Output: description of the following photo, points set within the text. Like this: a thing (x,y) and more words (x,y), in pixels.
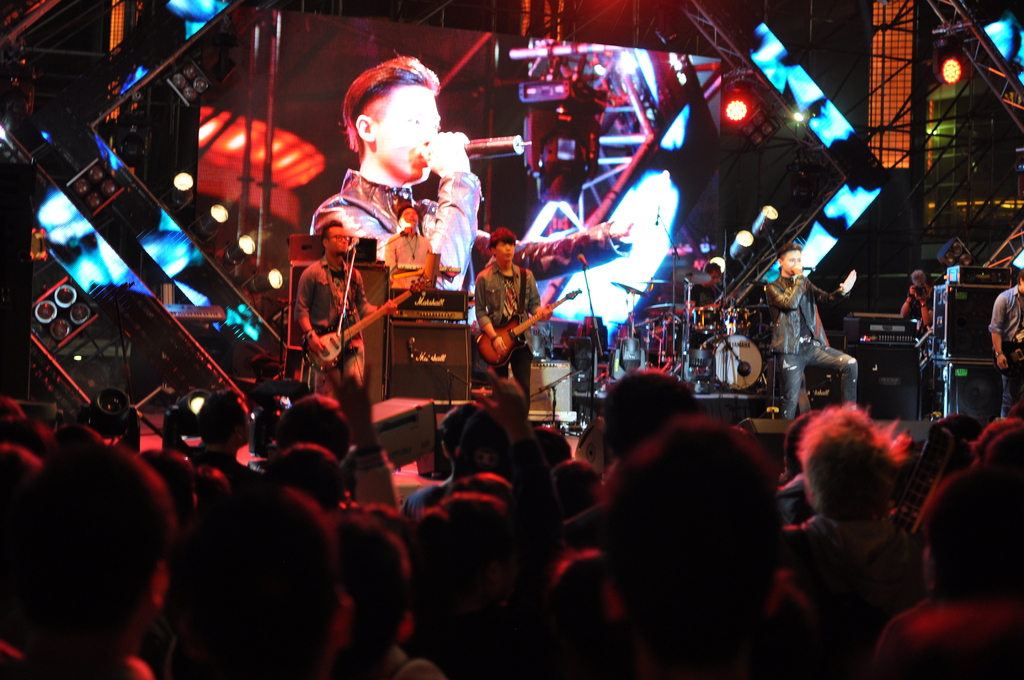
In this image I see few people (515,303) on the stage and these two are holding the guitars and this man (797,373) is holding the mic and I see that this man (915,314) is holding a camera (917,286) and I see lot of people (18,638) over here. In the background (805,237) I see the lights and the screen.
